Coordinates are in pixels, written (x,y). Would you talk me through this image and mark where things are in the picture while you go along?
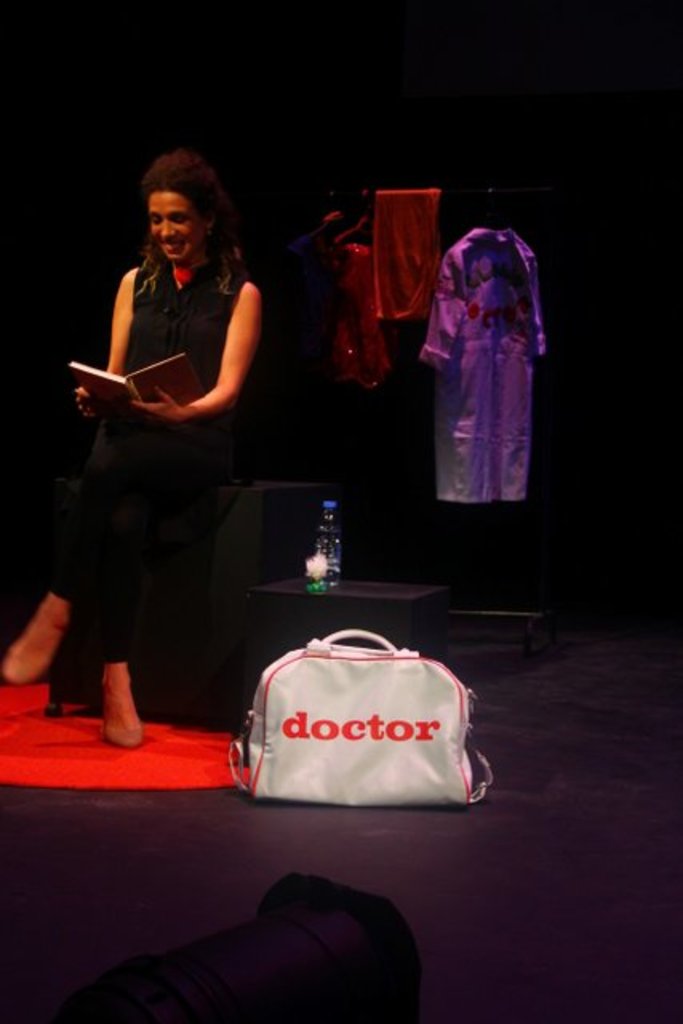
A woman (113,365) is sitting on the stool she wears a black dress (138,354) and reading the book (138,394) and there is a bag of doctor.
